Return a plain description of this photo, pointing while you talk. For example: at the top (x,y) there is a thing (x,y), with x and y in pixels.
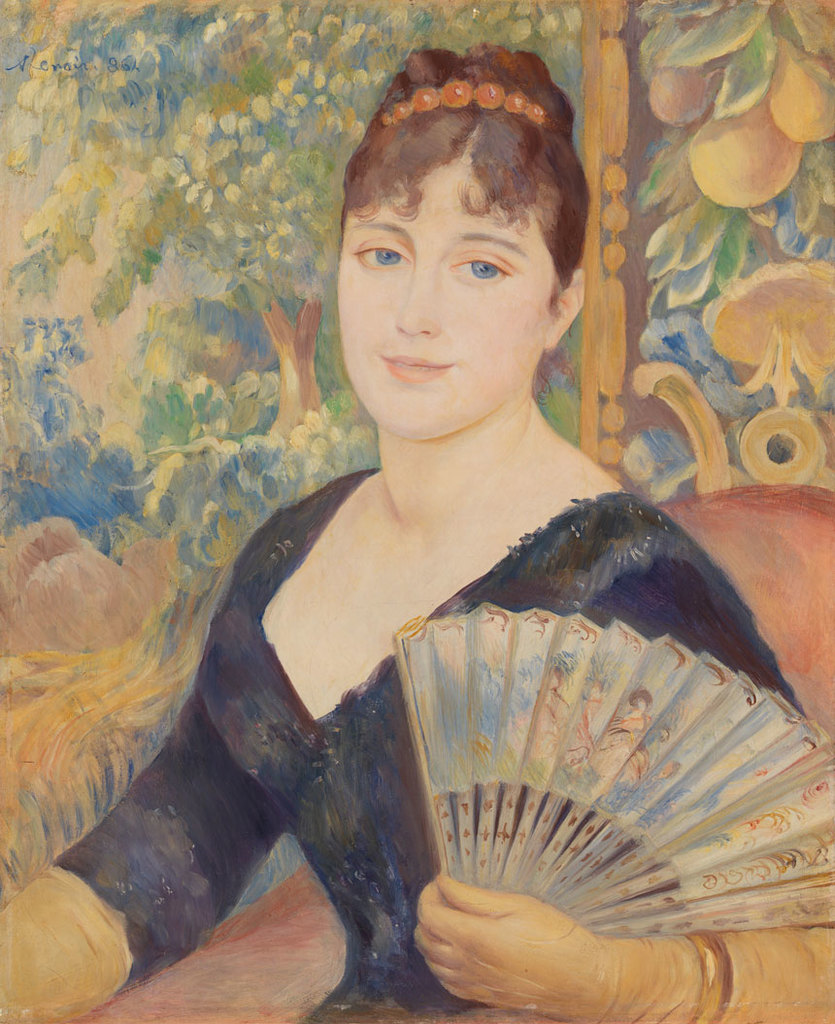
In this picture we can see painting (500,461) of a woman (432,491).
